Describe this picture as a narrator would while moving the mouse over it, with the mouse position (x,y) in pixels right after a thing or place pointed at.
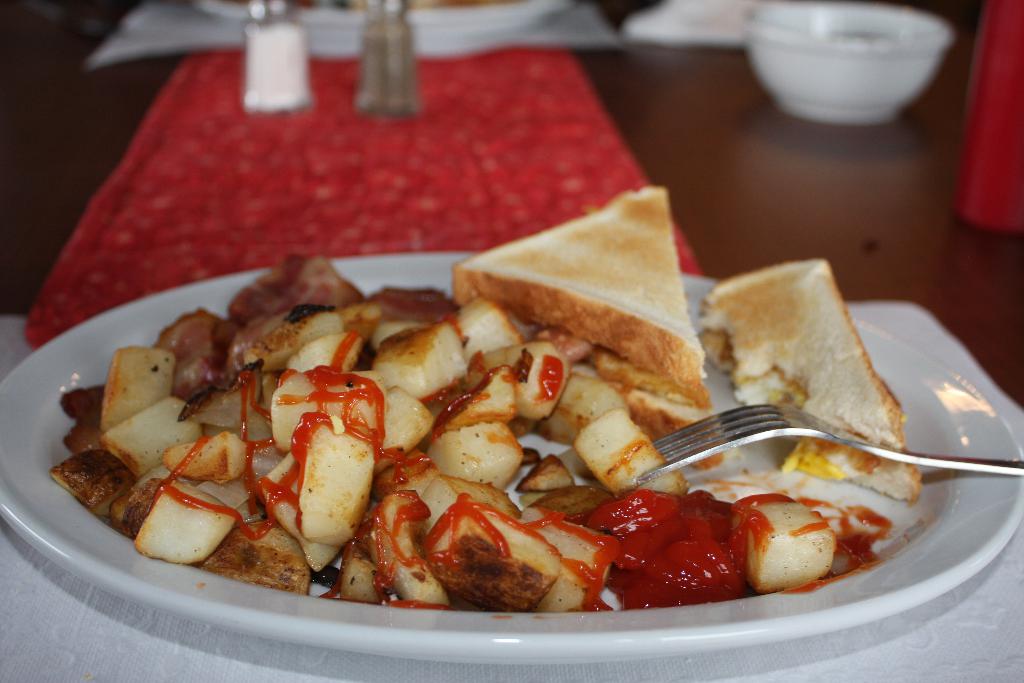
In this image there is a table (873,162) and we can see a bowl (793,58), plates (542,15), sprinklers (377,41), napkin (279,178), fork (761,432) and some food (553,523) placed on the table (853,297).
